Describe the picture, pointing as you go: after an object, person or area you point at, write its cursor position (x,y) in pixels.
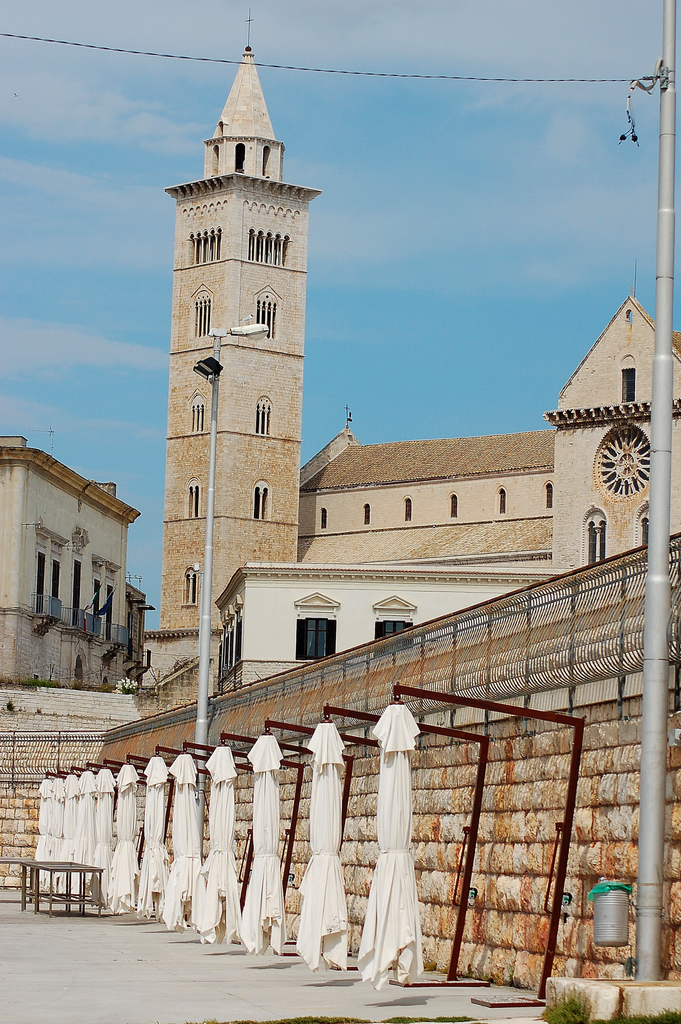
On the right side of the image (660,562) we can see a pole (656,795). In the center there are frames (453,982) and we can see umbrellas (318,840) hanging to that frames (291,833). There is a table (97,885). In the background (253,626) we can see buildings (239,452), wire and sky (445,95).
